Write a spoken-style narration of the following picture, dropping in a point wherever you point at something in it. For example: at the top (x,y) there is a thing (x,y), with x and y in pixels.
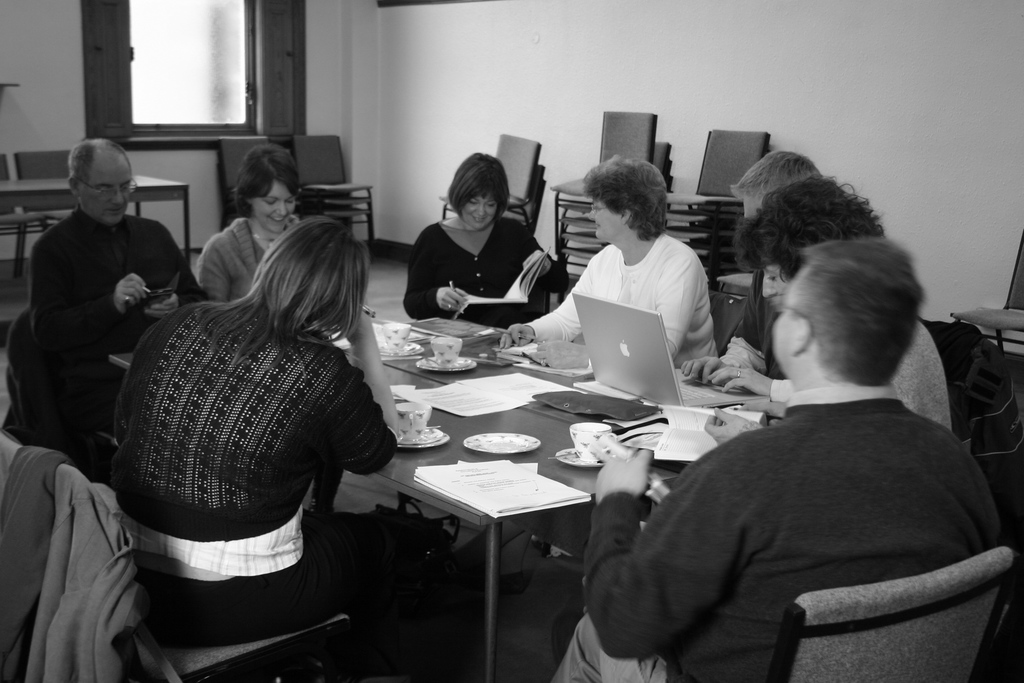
In the center (519,320) we can see group of persons (620,291) were sitting on chair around the table (427,381). On table (515,455), we can see plate (453,365), papers (474,492), coffee cup (403,412), pens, tab (614,372) etc. and coming to background (703,127) we can see chairs (713,138), table (157,185), window (199,77), wall (425,50).
